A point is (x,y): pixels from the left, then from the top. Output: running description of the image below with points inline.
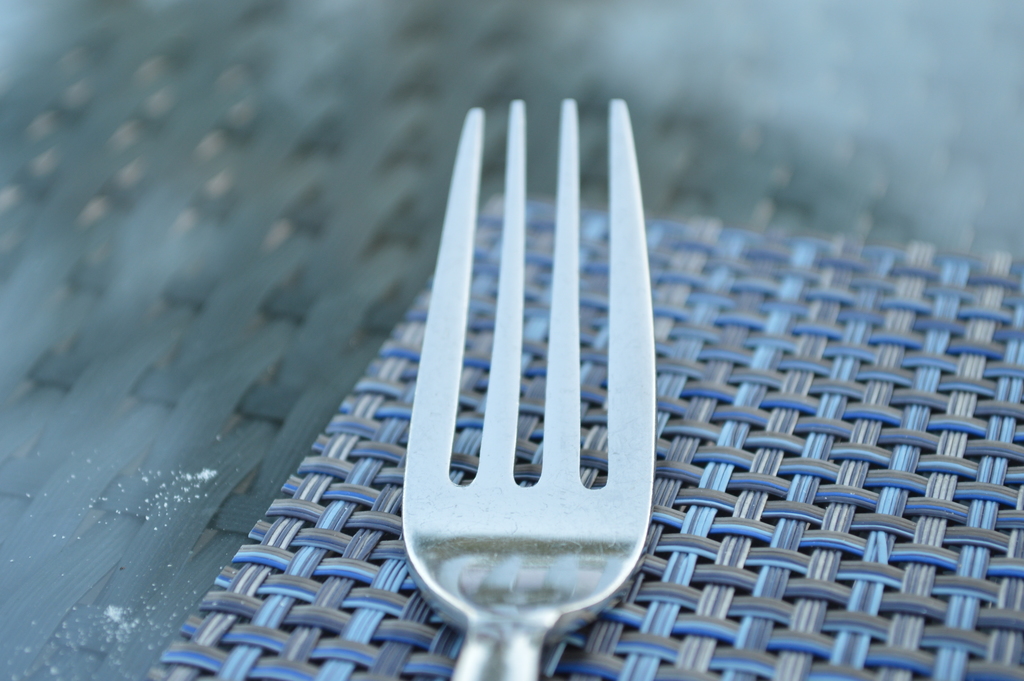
In the picture we can see a fork (429,327), which is placed on the mat (878,425) which is blue in color.
